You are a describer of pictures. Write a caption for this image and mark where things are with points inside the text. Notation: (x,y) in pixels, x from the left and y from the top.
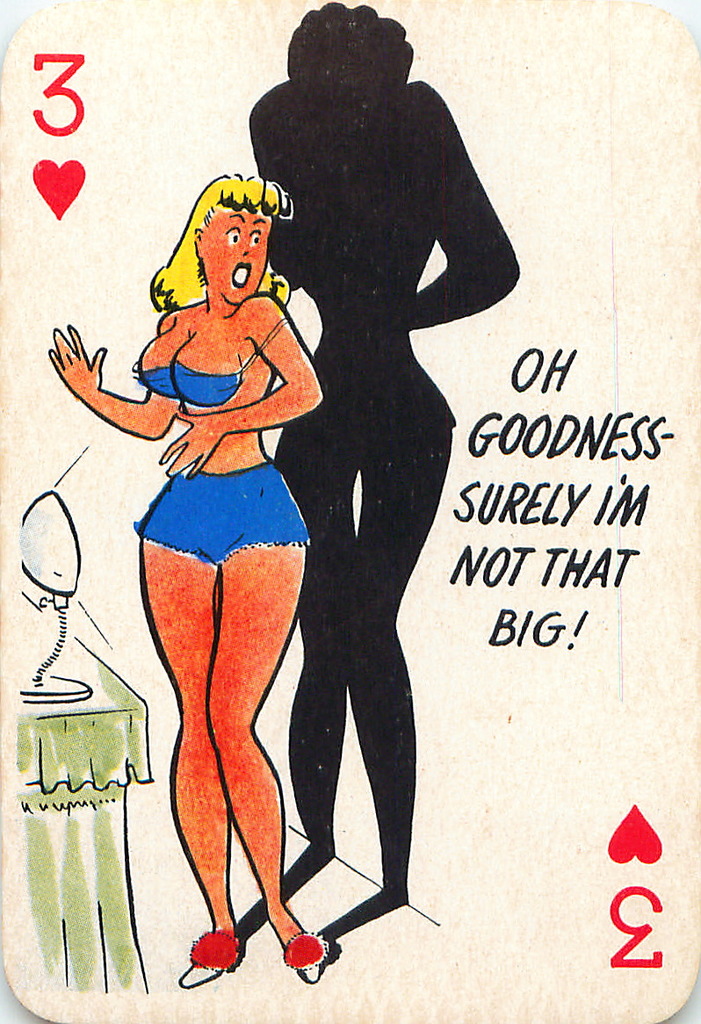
In this image there is a card (368,463), there is text (561,435) on the card (579,464), there is a woman (208,557), there is a shadow (324,528), there is a number (54,94) on the card (549,859), there are heart symbols (51,179) on the card (575,800), there is a table (109,805) towards the left of the image (78,804), there is a cloth (103,798) on the table (128,810), there is an object (49,585) on the cloth (101,724), the background of the image (510,919) is white in color.
